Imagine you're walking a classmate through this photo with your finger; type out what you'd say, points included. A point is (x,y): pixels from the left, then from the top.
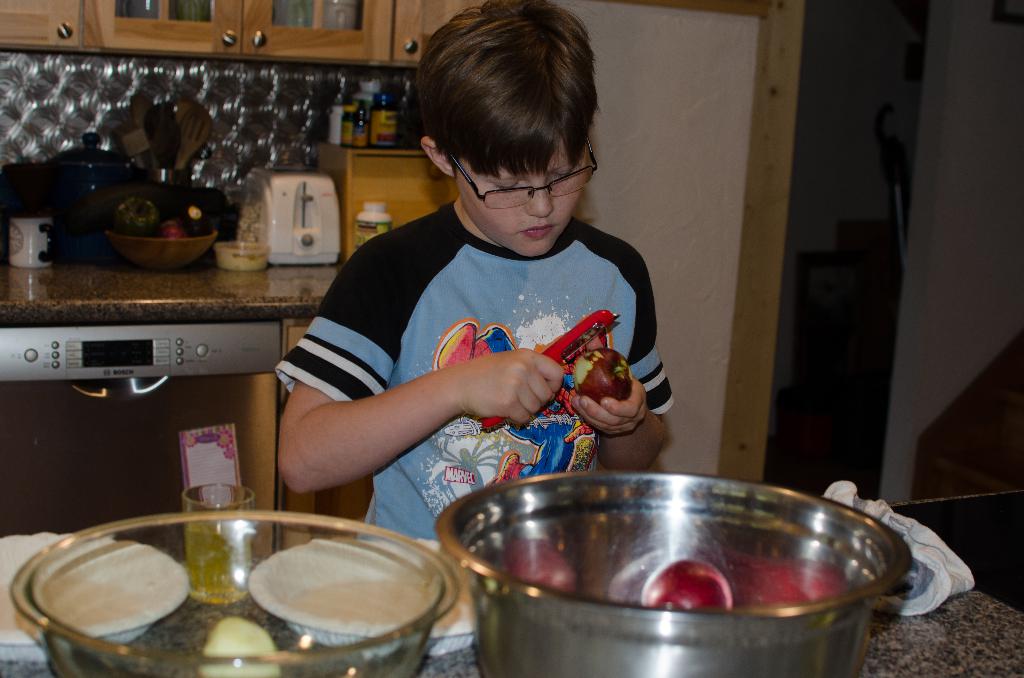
In the image I can see a boy (632,438) who is holding the fruit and standing in front of the table (450,641) on which there are some things (509,584) and behind there is a desk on which there are some things (302,202) placed.
